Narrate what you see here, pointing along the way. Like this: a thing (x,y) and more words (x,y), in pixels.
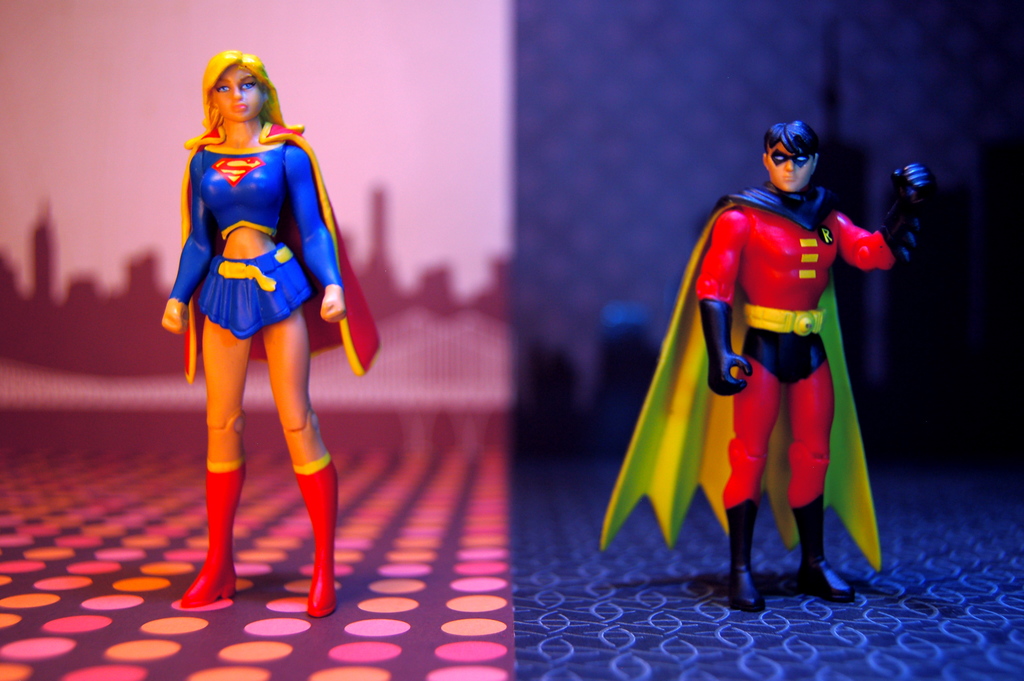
On the left side (323,490) it's a toy (292,129) of a superhuman (309,263), this person (259,225) wore a blue color dress (242,208). On the right side (826,241) there is a person (779,282) standing, this person (775,285) wore a red color dress (771,298).
